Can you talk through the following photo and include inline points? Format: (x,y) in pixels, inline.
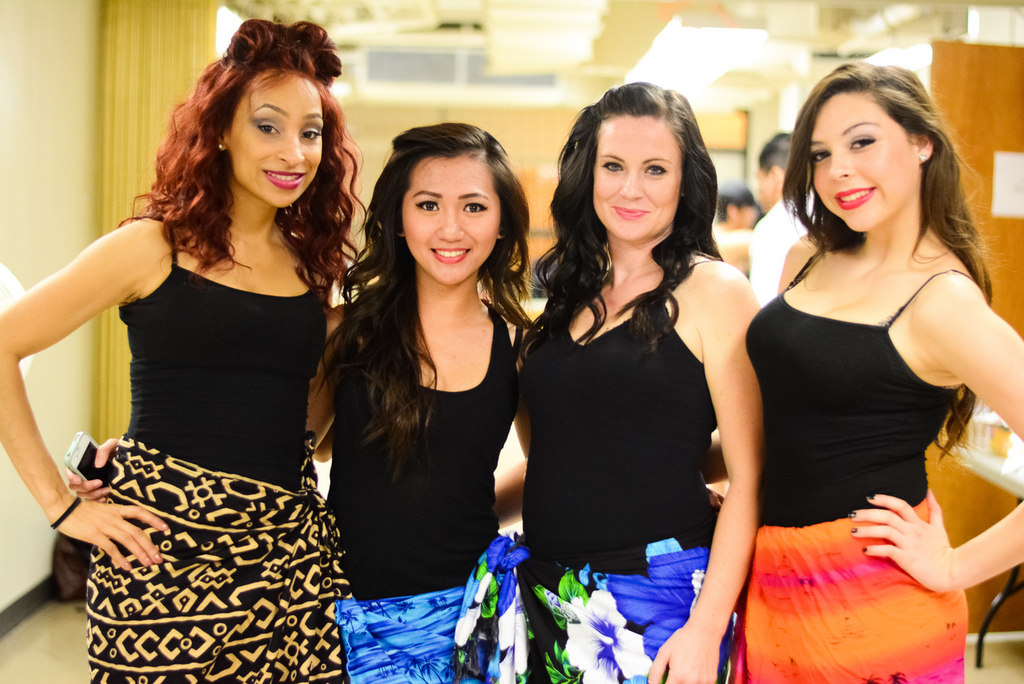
In the center of the image (414,269) we can see ladies (726,317) standing and smiling. On the right (981,467) there is a table (991,451) and a door (992,123). In the background (779,194) there are lights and we can see people (743,234). On the left (75,97) there is a wall (52,184).
